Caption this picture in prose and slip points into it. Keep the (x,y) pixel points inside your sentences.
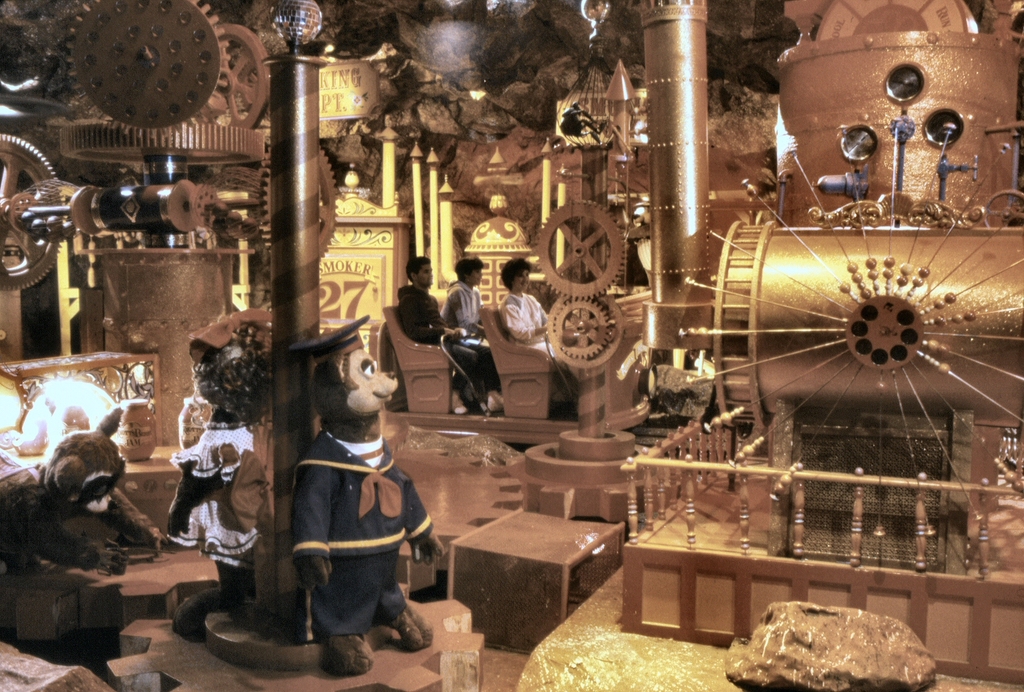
In this image I can see few machines (739,318), poles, few toys (377,514), boxes (492,637), rocks (864,632), few objects (463,630) and few people (526,328) are sitting.
